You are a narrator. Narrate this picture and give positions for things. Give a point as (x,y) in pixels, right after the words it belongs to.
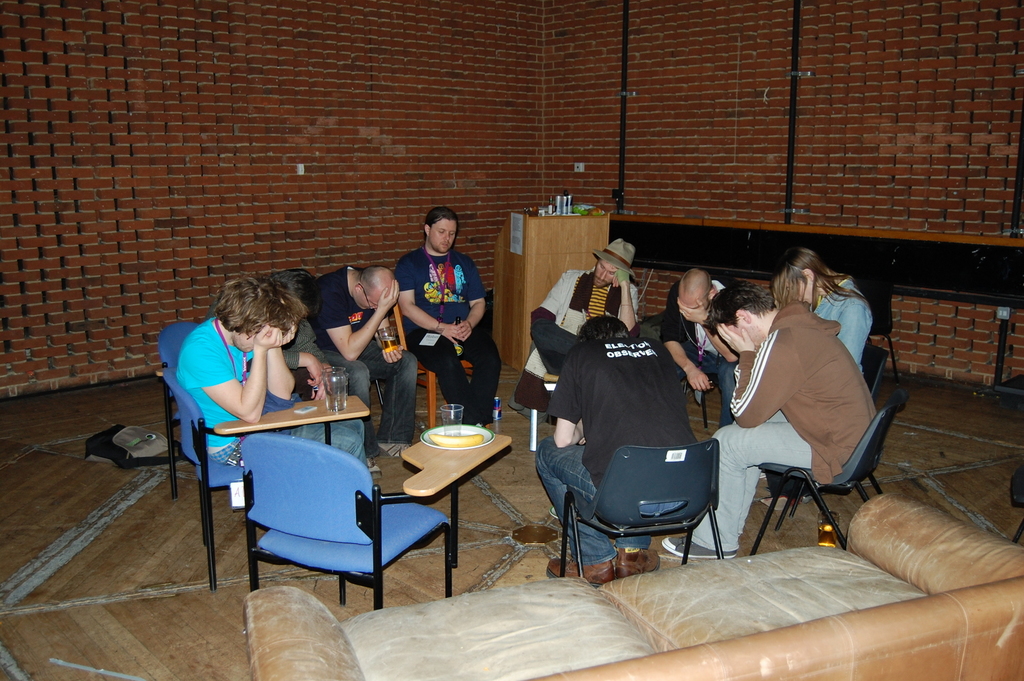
In the image we can see there are people (257,337) who are sitting on chair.
